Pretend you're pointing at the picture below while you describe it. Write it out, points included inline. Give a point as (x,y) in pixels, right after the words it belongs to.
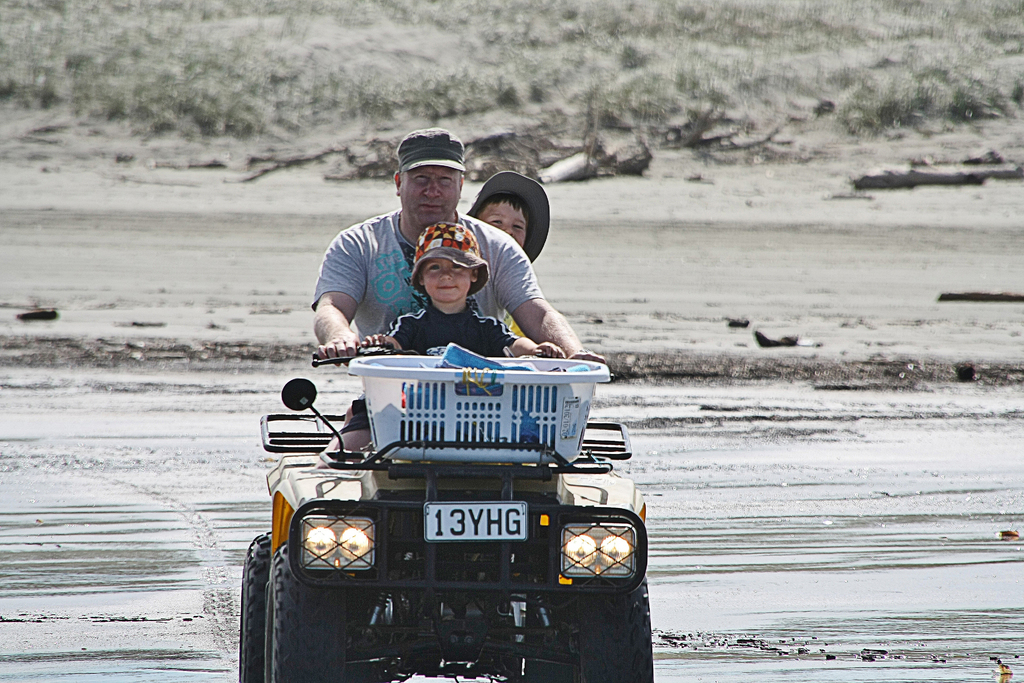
In the picture we can find a man (335,289) riding a cart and there is basket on the cart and few things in it. And they are two children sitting one at back and one on front. In the background (687,221) we can find grass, mud (698,215), rocks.
